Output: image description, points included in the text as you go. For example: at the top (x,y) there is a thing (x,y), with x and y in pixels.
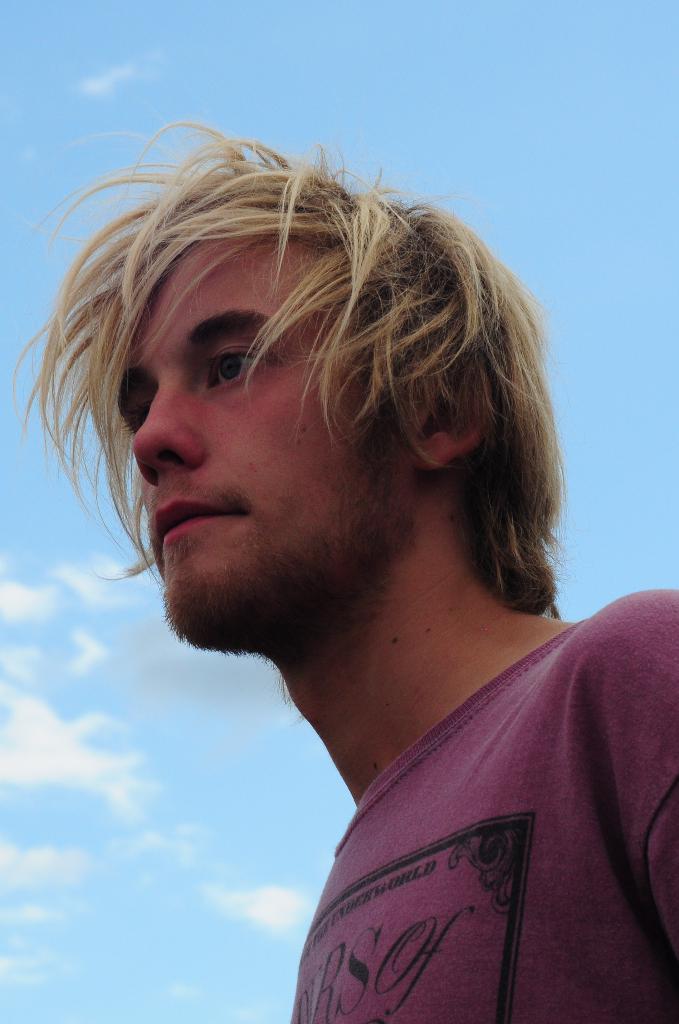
In this image we can see a man (119,466). Behind the man (189,509) we can see the clear sky (201,698).
